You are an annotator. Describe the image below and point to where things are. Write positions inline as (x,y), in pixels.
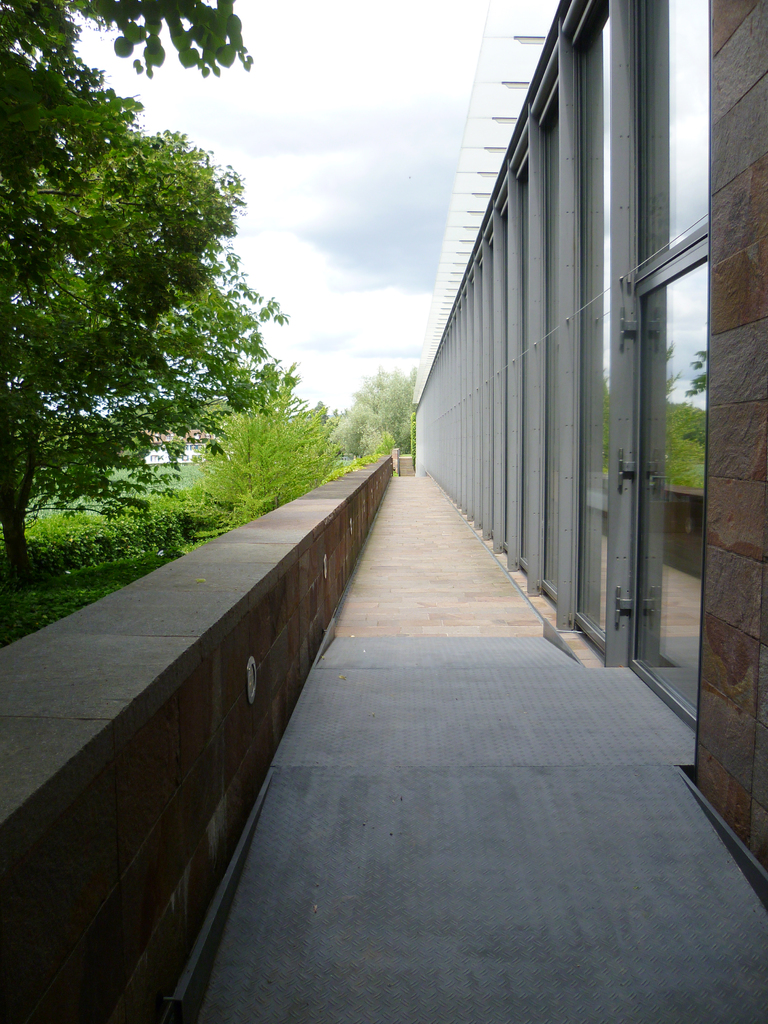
In this picture there is a boundary (27,767) on the left side of the image (12,709) and there are trees (222,306) on the left side of the image (206,313).
